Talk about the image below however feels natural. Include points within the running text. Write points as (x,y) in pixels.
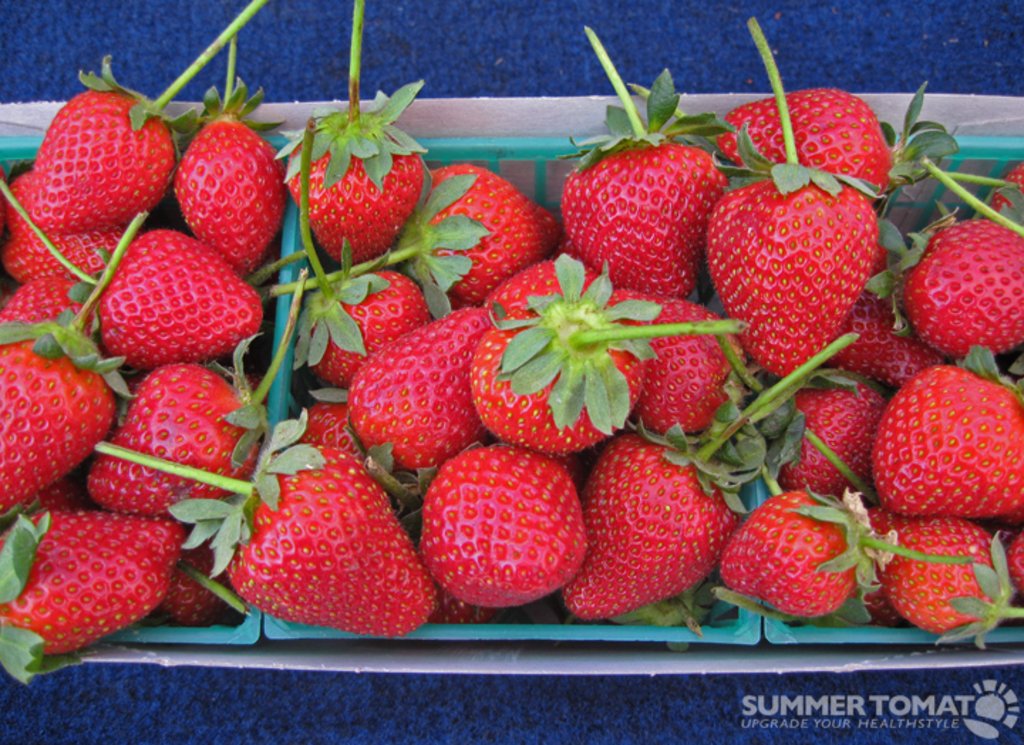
In this image there are strawberries (588,593) in a box (604,659) which was placed on the blue color surface (466,693). There is some text (997,715) on the right side of the image (988,731).
